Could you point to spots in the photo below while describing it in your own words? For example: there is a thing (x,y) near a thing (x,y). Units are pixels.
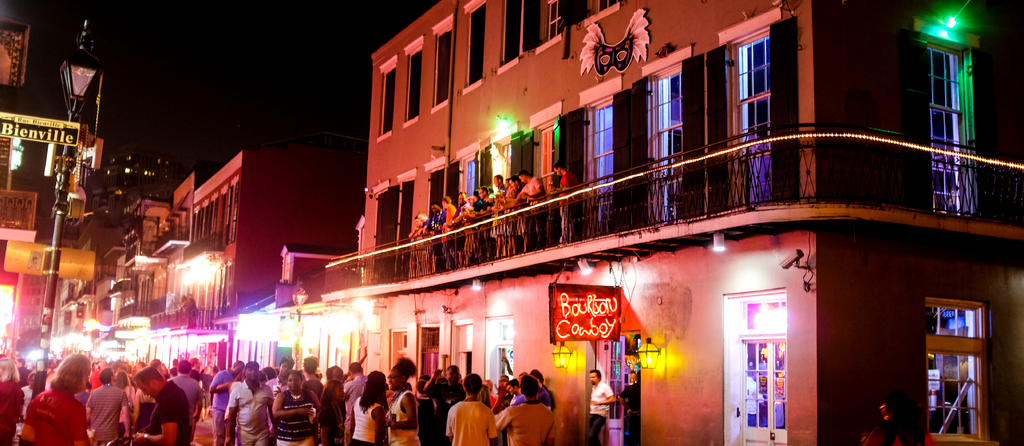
In this image I can see group of people (174,364), background (615,207) I can see a building (614,220), and light poles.
